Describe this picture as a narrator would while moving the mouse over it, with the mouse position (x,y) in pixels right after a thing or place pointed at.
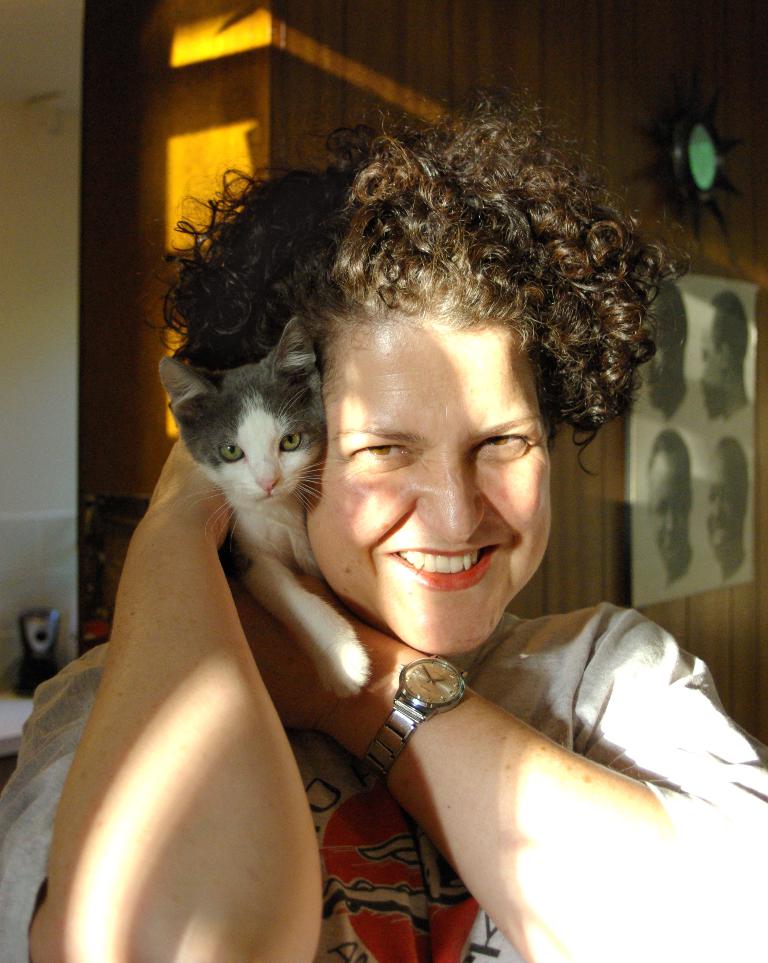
In this image I can see woman (282,694) holding a cat (268,454). The woman (525,729) is wearing a watch (432,682) and she is smiling. At the back side (553,50) I can see a wooden cupboard (391,54) and a frame (665,462) on it.
